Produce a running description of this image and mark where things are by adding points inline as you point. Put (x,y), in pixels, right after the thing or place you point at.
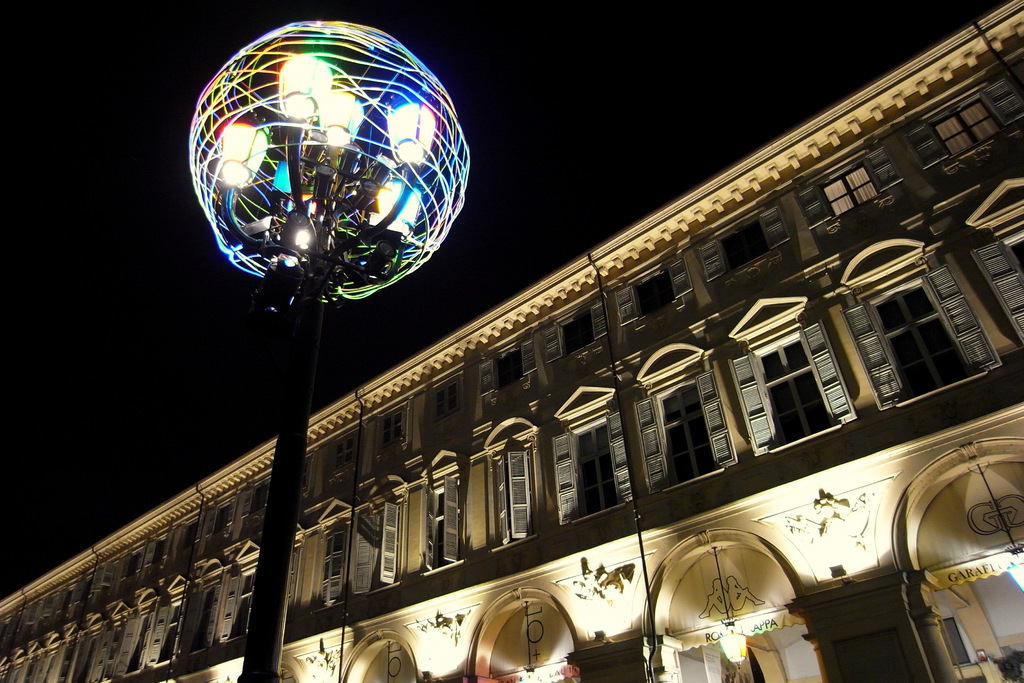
In this image there is a building (789,436) on the right side (721,534). To the building (604,450) there are so many windows (527,483). In the middle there is a pole (293,417) to which there are so many lights (340,138).
